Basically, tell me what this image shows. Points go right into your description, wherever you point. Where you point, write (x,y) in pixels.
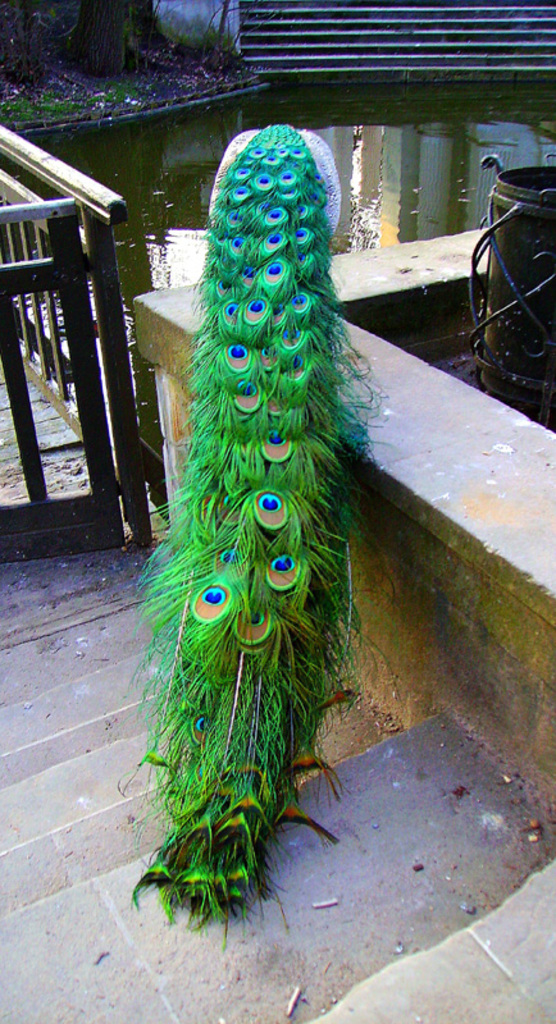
In this picture we can see peacock tail (293,383) in the front (265,362), in the background (414,21) there are some stairs (386,55), we can see water (388,114) in the middle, there is some grass (218,38) here.
